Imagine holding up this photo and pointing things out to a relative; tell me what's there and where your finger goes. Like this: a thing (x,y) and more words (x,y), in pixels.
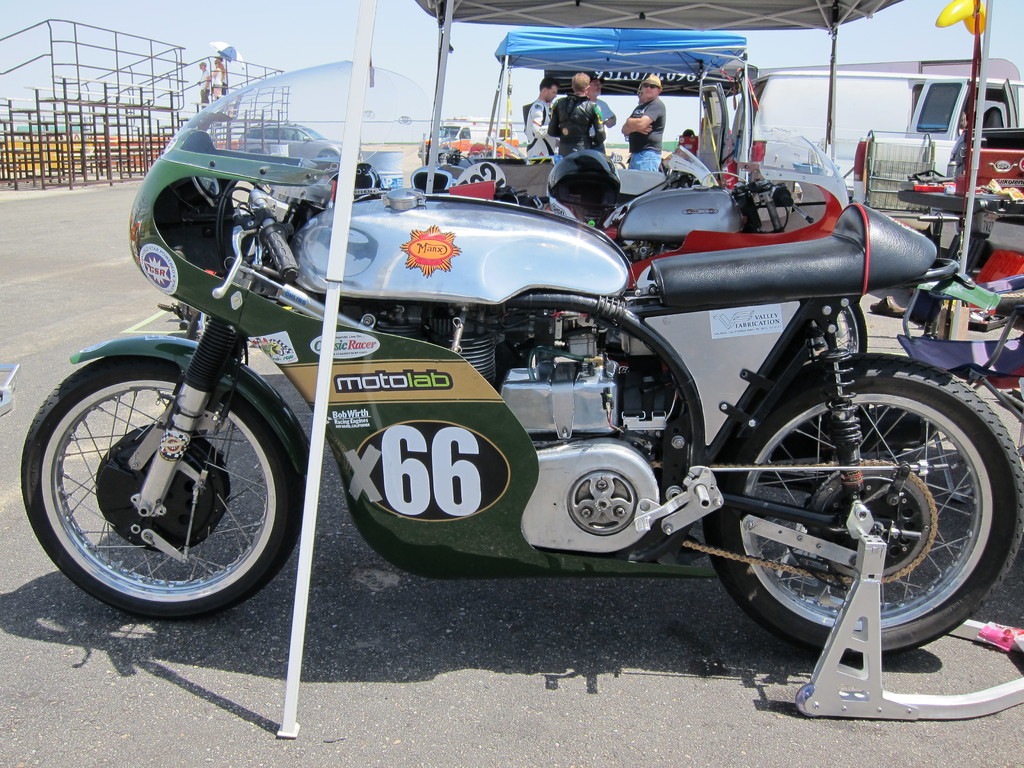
In the background (214,27) we can see the sky (234,27). In this picture we can see the parking area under the tents (669,84). We can see the people (655,91) and vehicles (823,294). On the left side of the picture (126,94) we can see the railings (11,130) and people (203,71). We can see an umbrella (224,53). At the bottom portion of the picture (509,739) we can see the road (463,755).
